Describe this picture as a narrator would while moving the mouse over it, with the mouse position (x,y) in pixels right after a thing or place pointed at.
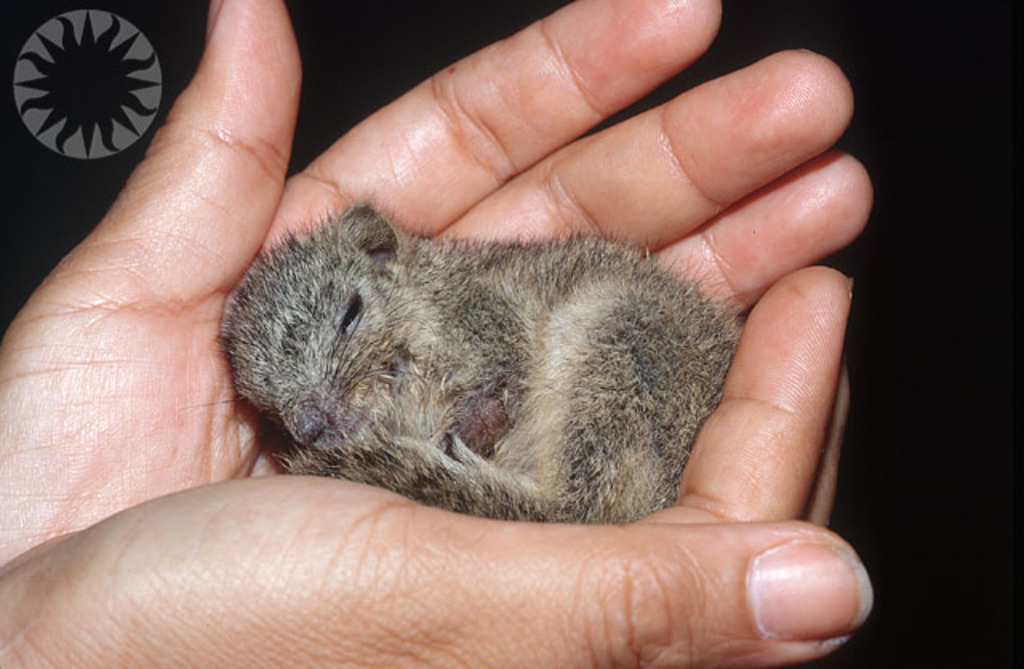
In this picture I can see a person's hands (834,313) and I see an animal (424,279) on the hands (308,226). On the top left corner of this image (50,72) I can see a logo (79,98). I see that it is dark in the background (83,208).
